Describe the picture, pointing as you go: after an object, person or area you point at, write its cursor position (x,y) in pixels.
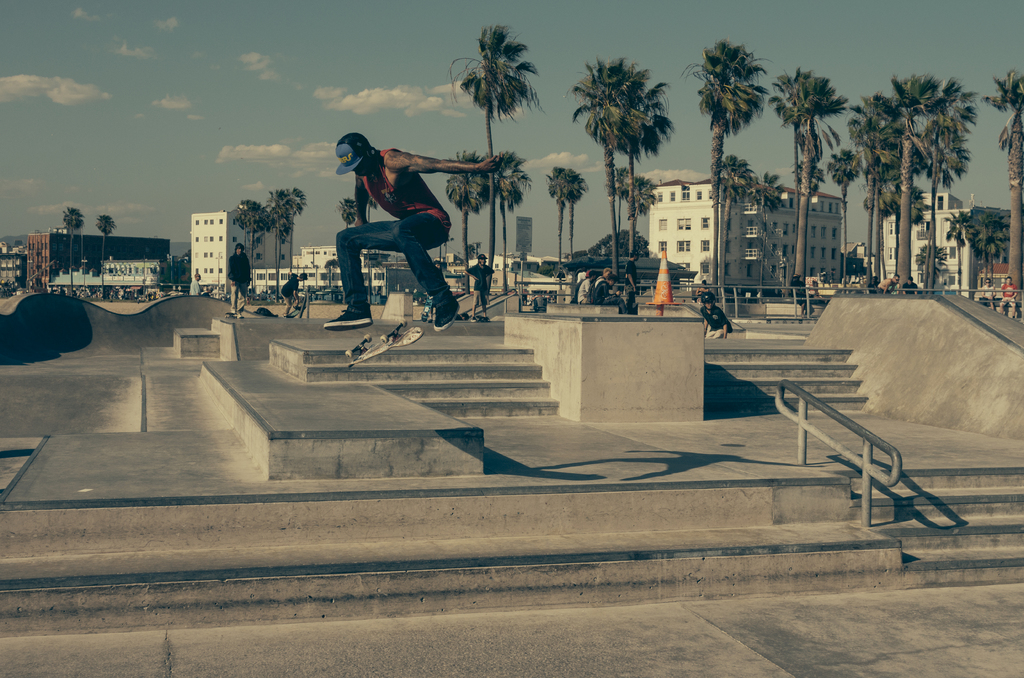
A person (432,272) and skateboard (390,347) are in air. Background (664,280) there are people (590,277), steps (466,371), buildings (696,254), traffic cone (660,299) and trees (256,217). These are clouds (46,90).
